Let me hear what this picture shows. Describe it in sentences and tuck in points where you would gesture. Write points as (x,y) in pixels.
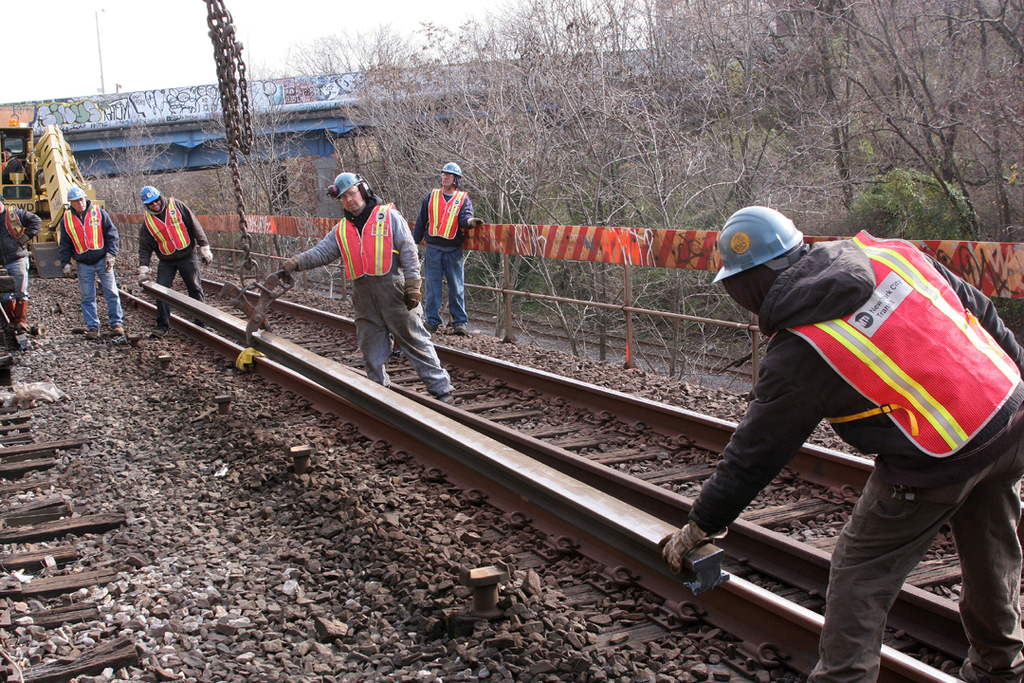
In the picture we can see some people (987,344) are constructing a railway track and they are in jackets (915,334) and helmets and behind them, we can see some dried plants (199,209) and behind it, we can see a bridge (112,125) on it we can see a pole (101,48) with lights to it and behind it we can see a sky (309,48).
